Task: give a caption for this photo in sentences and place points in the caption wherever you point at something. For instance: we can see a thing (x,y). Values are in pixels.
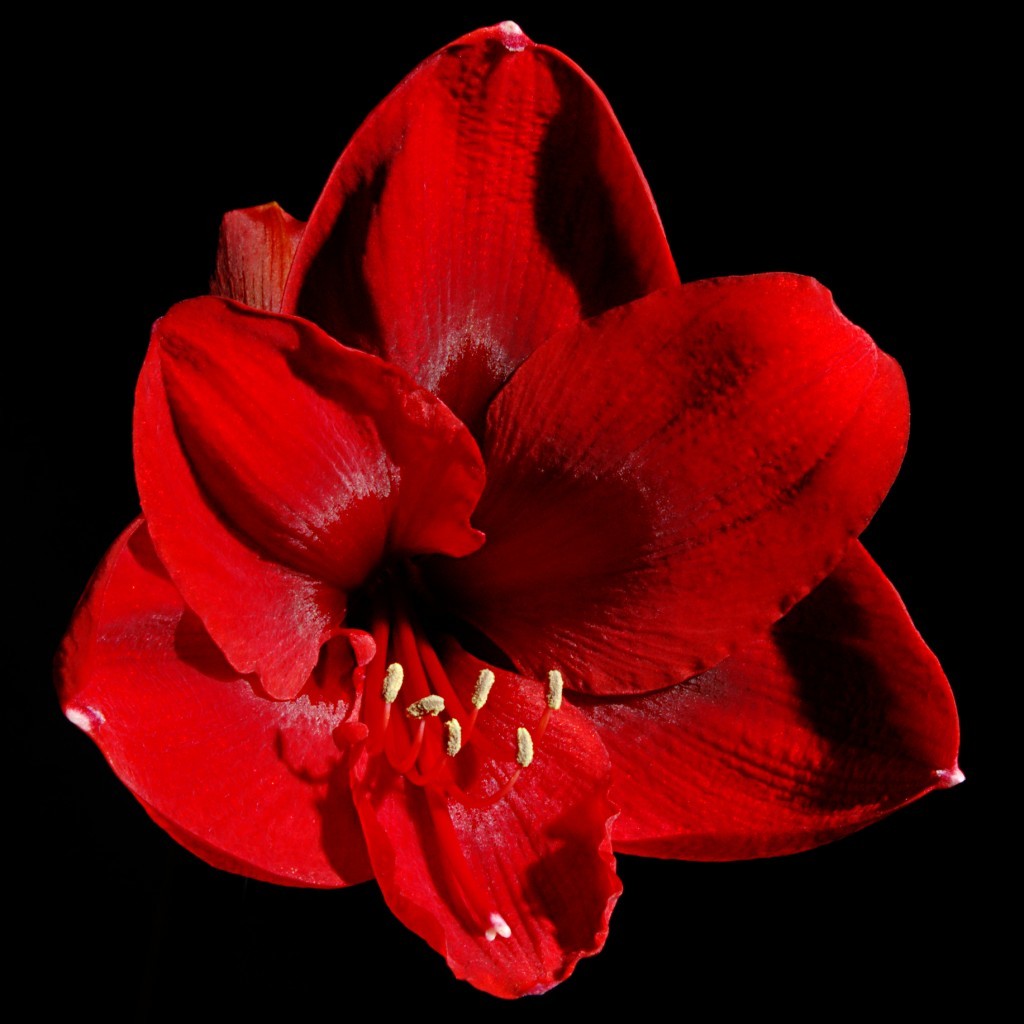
Here we can see a red flower (604,464). Background (21,112) it is in black color.
